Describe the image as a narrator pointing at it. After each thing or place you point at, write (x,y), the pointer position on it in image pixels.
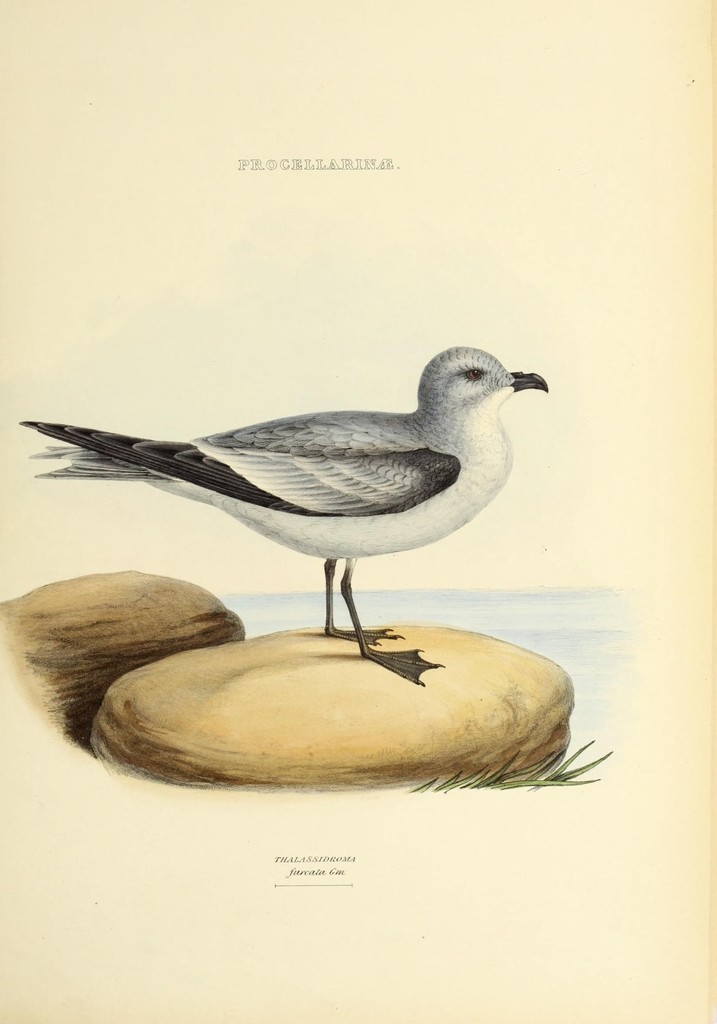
In this image, I can see the picture of a bird (319,494) on a rock (285,774) and letters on the paper (385,225).
